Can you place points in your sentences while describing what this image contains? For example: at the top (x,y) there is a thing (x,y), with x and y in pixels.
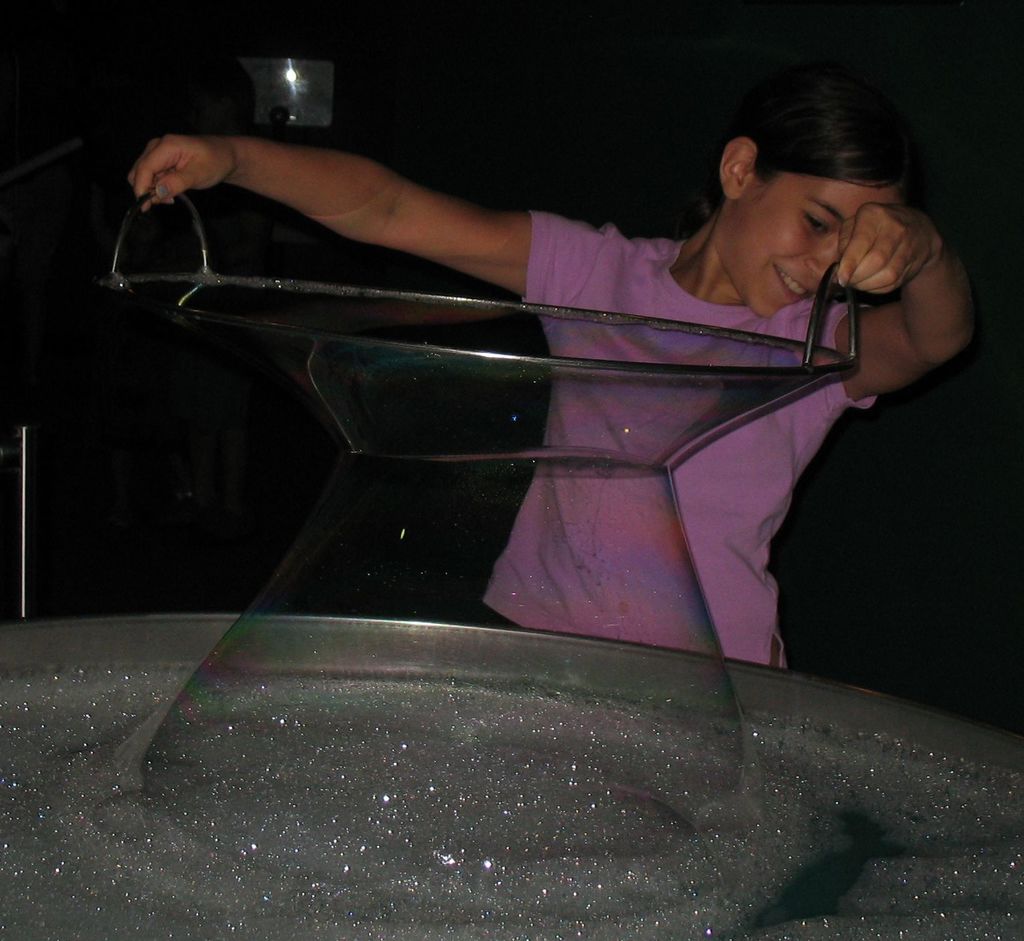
Here we can see a girl (507,260) holding an object (111,279) in her hands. At the bottom (477,684) there is a tub (117,639) with foam (288,805) on the water (520,810) in it. In the background (259,92) we can see an object (255,70) and it is not clear.
